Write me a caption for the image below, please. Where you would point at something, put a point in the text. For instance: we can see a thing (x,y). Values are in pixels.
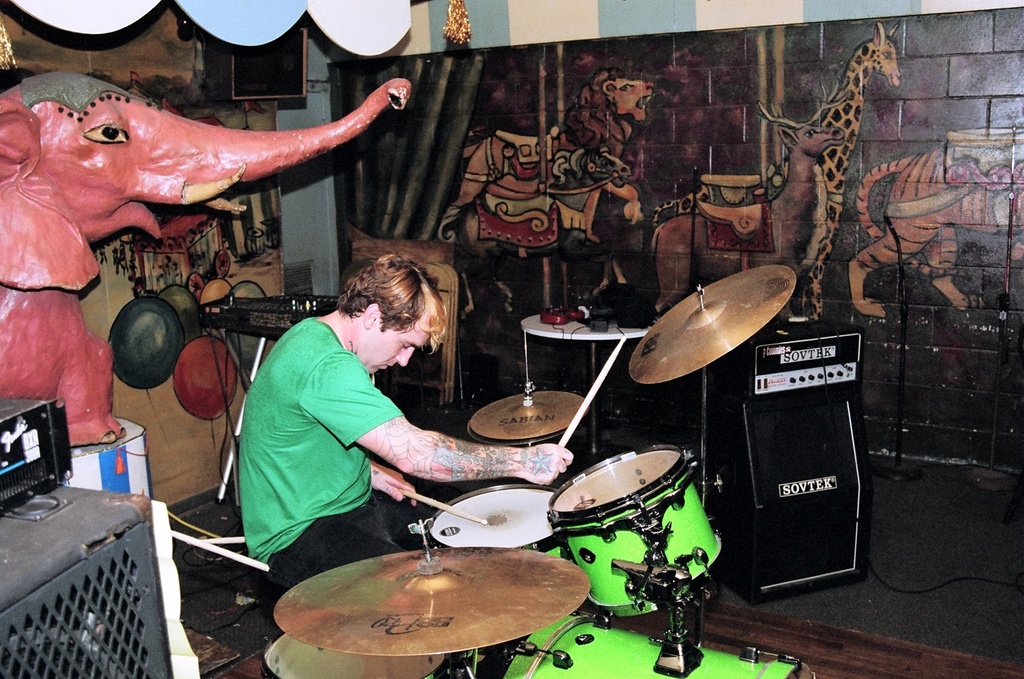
In this image there is a person (379,512) playing a musical instrument (558,490). On the left side of the image (155,569) there is table (7,583). On top of it there is some object (44,433). There is a depiction of an elephant (193,164). On the right side of the image (809,496) there is a speaker (776,408). There is a table (648,333). On top of it there are a few objects (622,300). At the bottom of the image (923,574) there is a mat (923,574). In the background of the image (693,133) there is a wall (510,163) with painting (657,118) on it. On the left side of the image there is a musical instrument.
